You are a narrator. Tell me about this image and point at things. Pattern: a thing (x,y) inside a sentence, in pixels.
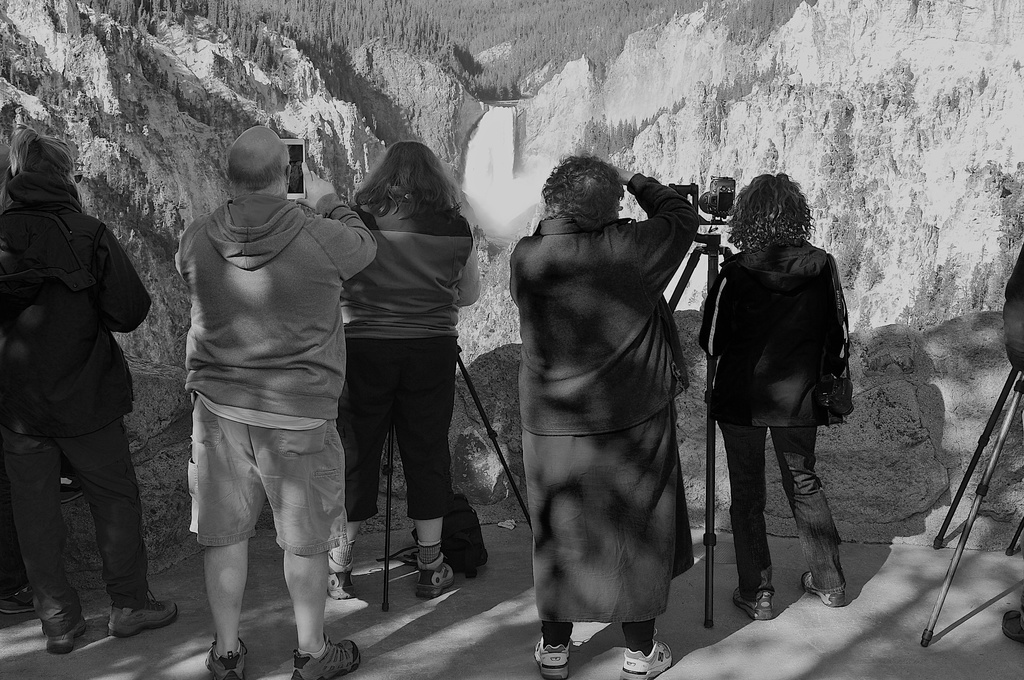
This is a black and white image. In this image we can see many people (322,287). One person (271,208) is holding a mobile (290,194). And there are stands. On the stand (712,354) there is a camera (722,196). In the back (494,105) there is a waterfall (486,116). And there are trees (589,25).
